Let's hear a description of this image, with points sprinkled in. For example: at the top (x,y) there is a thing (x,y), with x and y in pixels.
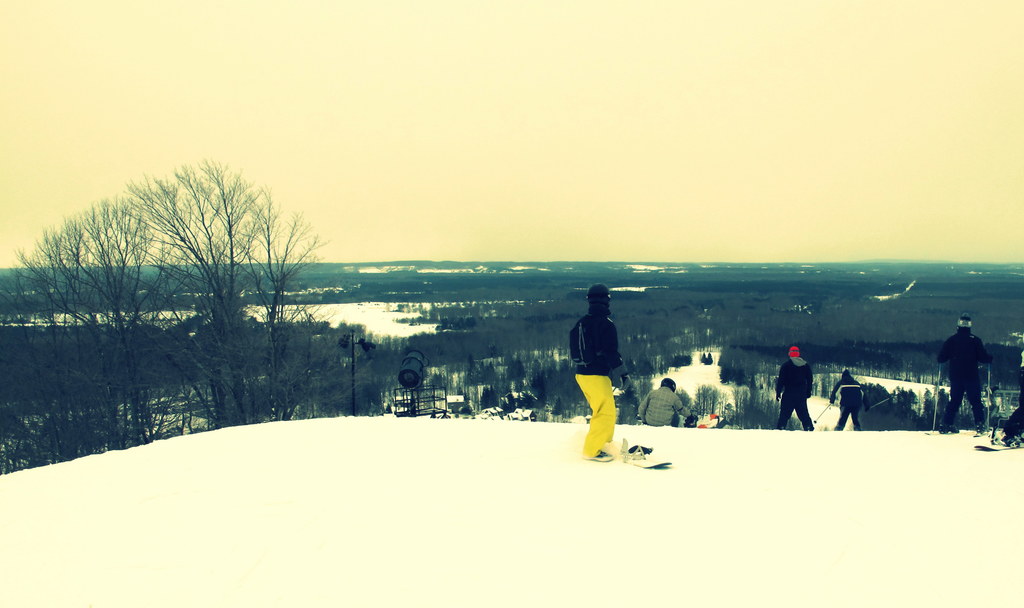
This image is taken outdoors. At the bottom of the image (206,516) there is snow (270,523). At the top of the image (342,122) there is a sky (769,120). In the middle of the image (409,299) there is a valley (418,311) with trees (479,324) and snow (376,314). On the left side of the image (176,335) there are a few trees (112,368). On the right side of the image (1012,421) a few people (595,433) are skiing on the snow (739,471) with ski boards (642,447) and ski sticks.
